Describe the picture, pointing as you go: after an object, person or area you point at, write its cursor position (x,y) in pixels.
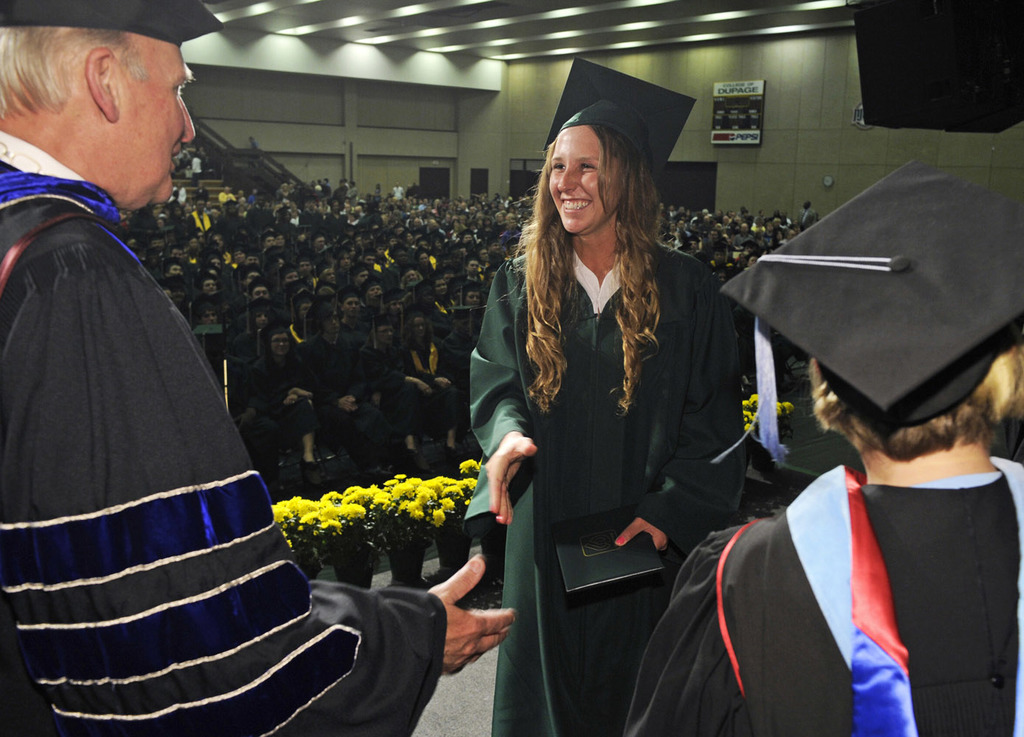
The man (43,34) on the left side (126,349) is trying to shake his hand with the woman (520,417) who is standing in front of him. She is holding a book (595,580) in her hands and she is smiling. Behind her, we see flower pots (418,546) and flowers (778,425) in yellow color. The woman (852,611) on the right side (869,628) is standing. In the middle of the picture (409,348), we see people (424,305) are sitting on the chairs (338,249). In the background (375,144), we see the staircase (272,162) and a wall (482,117) on which photo frame (726,119) is placed. At the top (532,33), we see the ceiling (447,45) of the room (477,29). They are celebrating the convocation ceremony. This picture might be clicked in the auditorium (443,520).
